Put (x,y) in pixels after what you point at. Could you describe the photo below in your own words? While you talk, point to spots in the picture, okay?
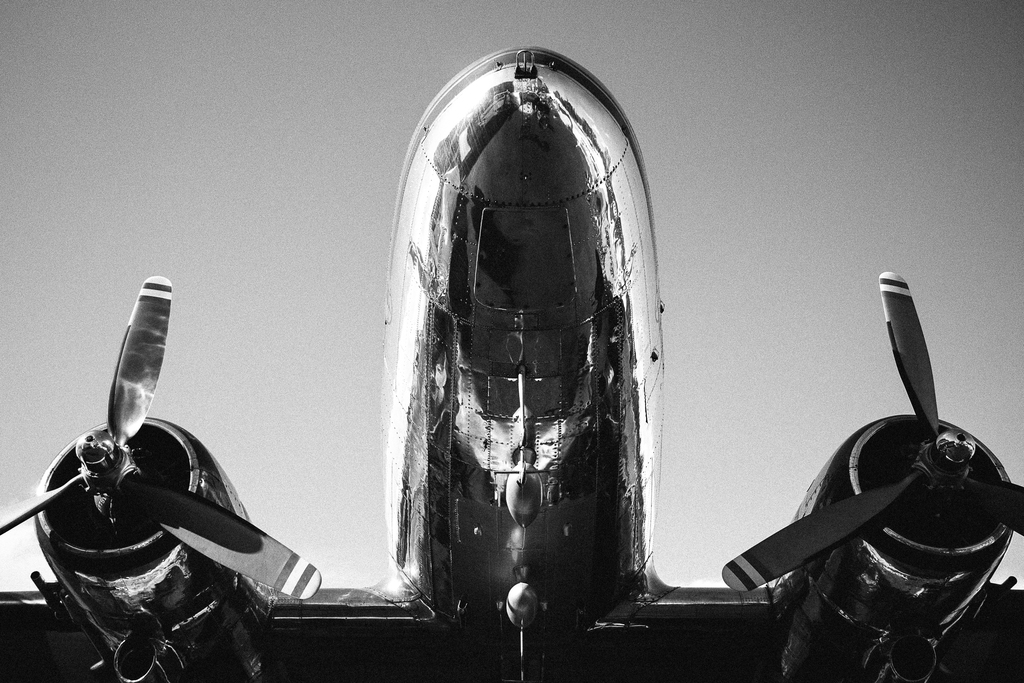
In the picture we can see the bottom view of an aeroplane (611,523).
